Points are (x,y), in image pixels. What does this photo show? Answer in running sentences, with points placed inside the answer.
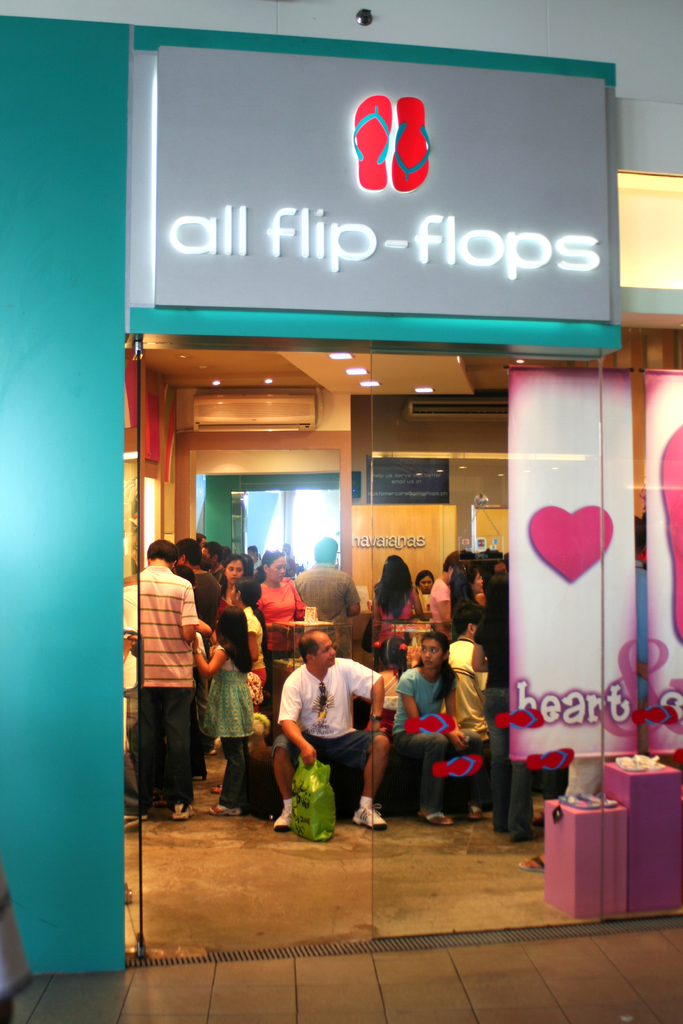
There is a building (208,181). On the building (260,243) something is written. Also there is an image (382,136) of a slipper (386,128). Also there are glass doors (603,607). Many people (311,579) are there inside the building (45,648). One person (319,732) is sitting and holding a packet (313,773).
